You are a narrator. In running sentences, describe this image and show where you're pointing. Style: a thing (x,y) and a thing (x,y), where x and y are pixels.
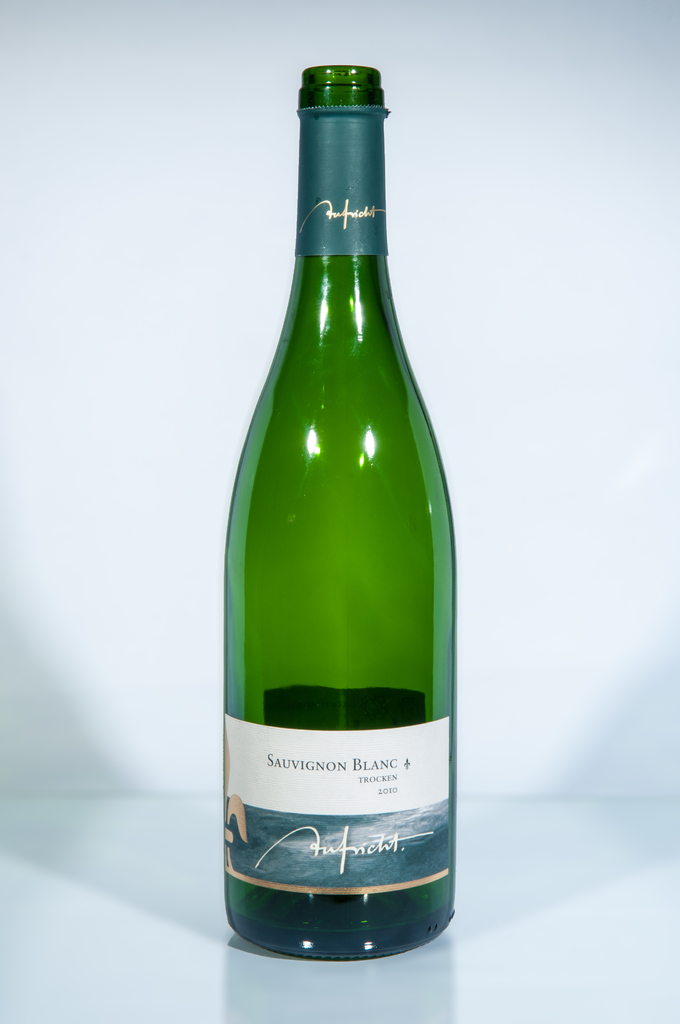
In the foreground of this image (301,615), there is a green colored bottle (332,788) on a white surface (357,990) and the background (74,291) is in white.
